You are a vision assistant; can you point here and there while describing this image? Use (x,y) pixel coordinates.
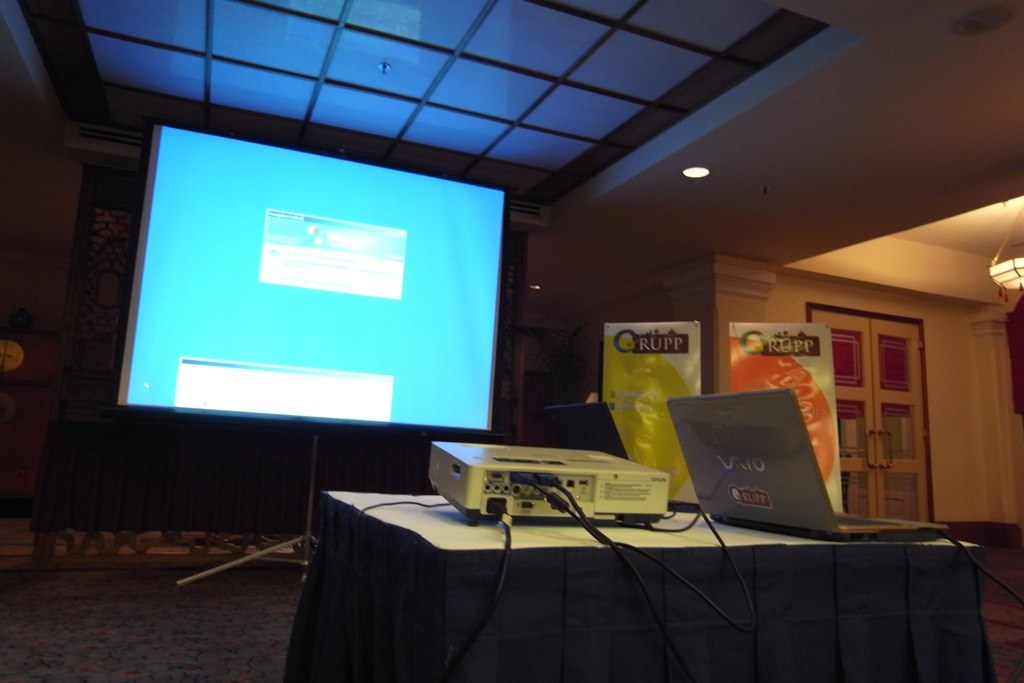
There is one projector (648,501) and a laptop (706,472) present on a table (528,561) which is at the bottom of this image (595,630). We can see a projector screen (370,289), posters (622,345), door (858,362) and a wall (654,305) in the background (519,371). The roof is at the top of this image (578,100).
